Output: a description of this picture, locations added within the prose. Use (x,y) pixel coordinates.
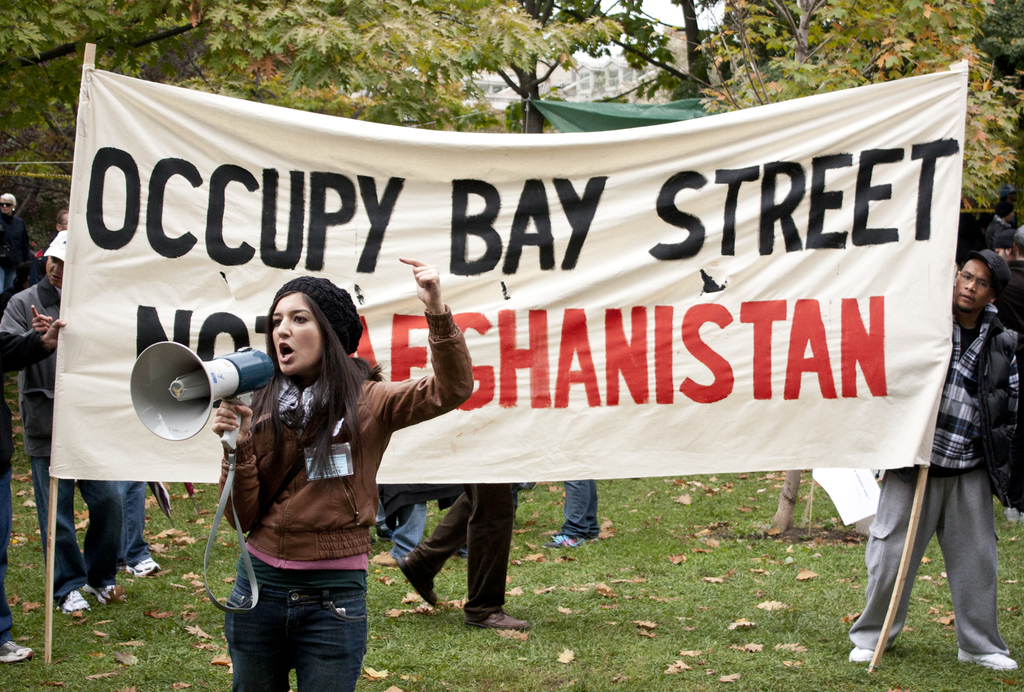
Here in this picture in the front (291,653) we can see a woman (291,653) standing on the ground (550,578) and we can see she is wearing jacket (302,492) and cap (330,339) on her and shouting something in the mike (193,404) present in her hands (233,424) and behind her we can see two person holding banner (574,228) in their hands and we can also see other people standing and walking on the ground (671,512) and we can also see the ground (433,515) is fully covered with grass (464,577) and we can also see dry leaves (531,548) present and we can also see plants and trees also present.
